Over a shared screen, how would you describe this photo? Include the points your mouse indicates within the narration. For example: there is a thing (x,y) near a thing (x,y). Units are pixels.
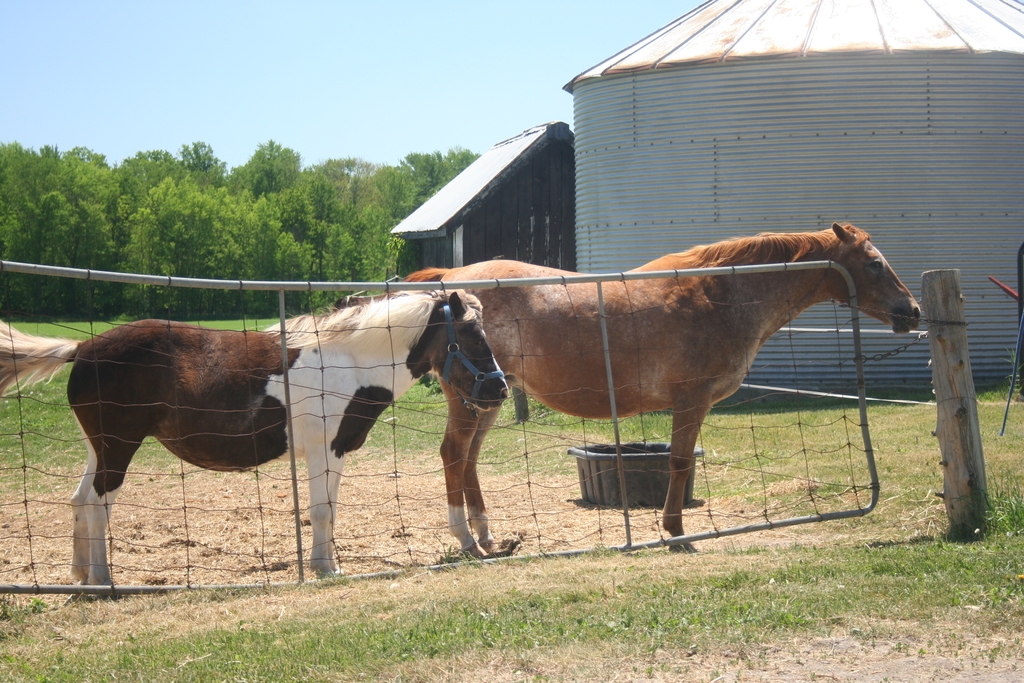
In the center of the image (679,301) there are horses (605,366) and we can see a fence (766,366). In the background (608,213) there are sheds (480,196), trees (411,195) and sky (421,24). At the bottom (474,628) there is grass (719,620).
